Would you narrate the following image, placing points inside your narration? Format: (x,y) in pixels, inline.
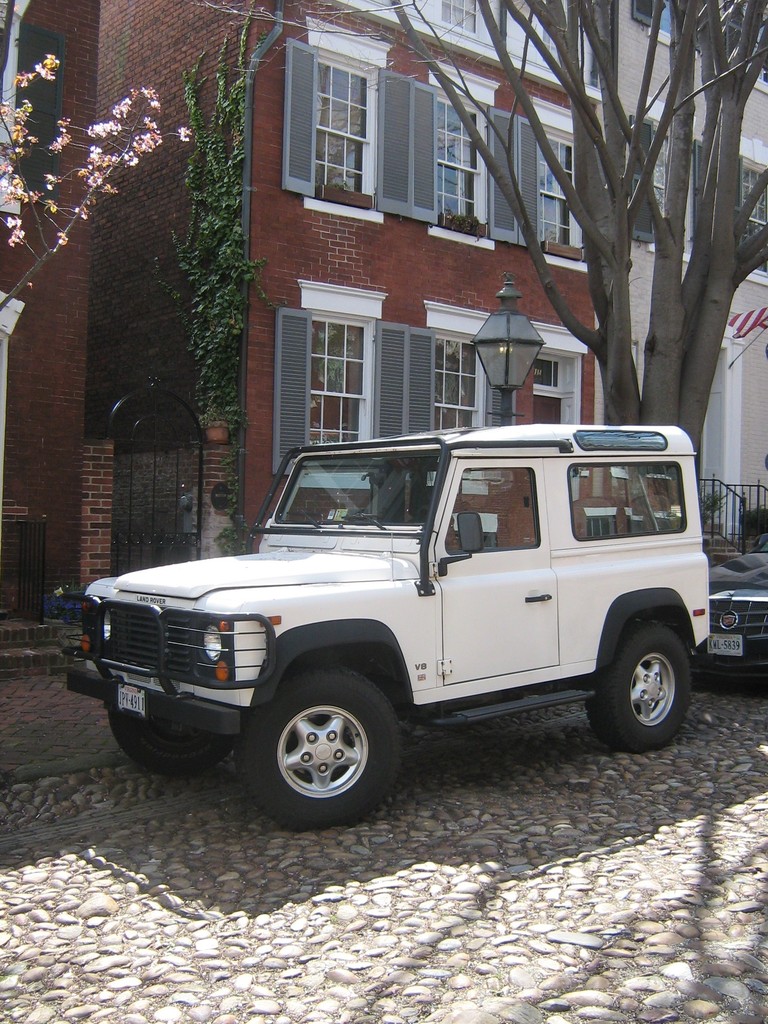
In the picture I can see a white color car (277,631) on the road (321,919). On the right side of the image (730,629) we can see another car (726,673). Here we can see light pole (515,381), trees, gate (132,533), building (389,28) with glass windows (315,413) in the background (667,383) and here we can see the steps (713,543).
